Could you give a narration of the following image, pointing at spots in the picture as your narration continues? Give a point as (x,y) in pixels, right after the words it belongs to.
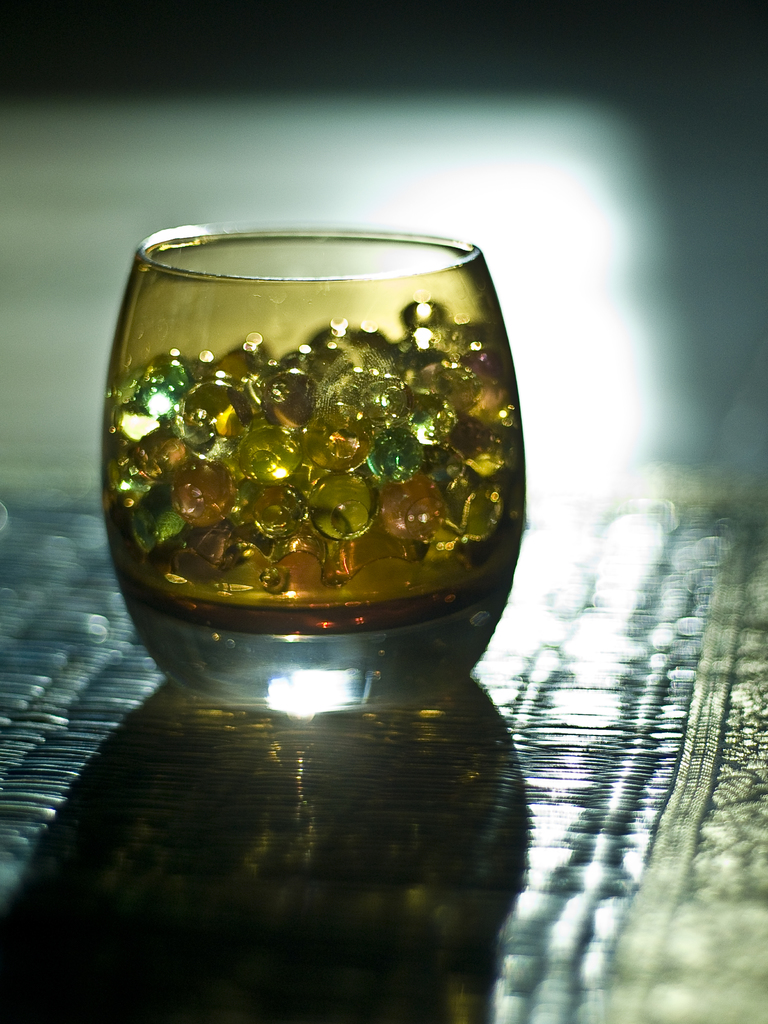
In this image I can see a glass (475,339) and in it I can see number of marbles (315,476). Here I can see a shadow (277,865).
